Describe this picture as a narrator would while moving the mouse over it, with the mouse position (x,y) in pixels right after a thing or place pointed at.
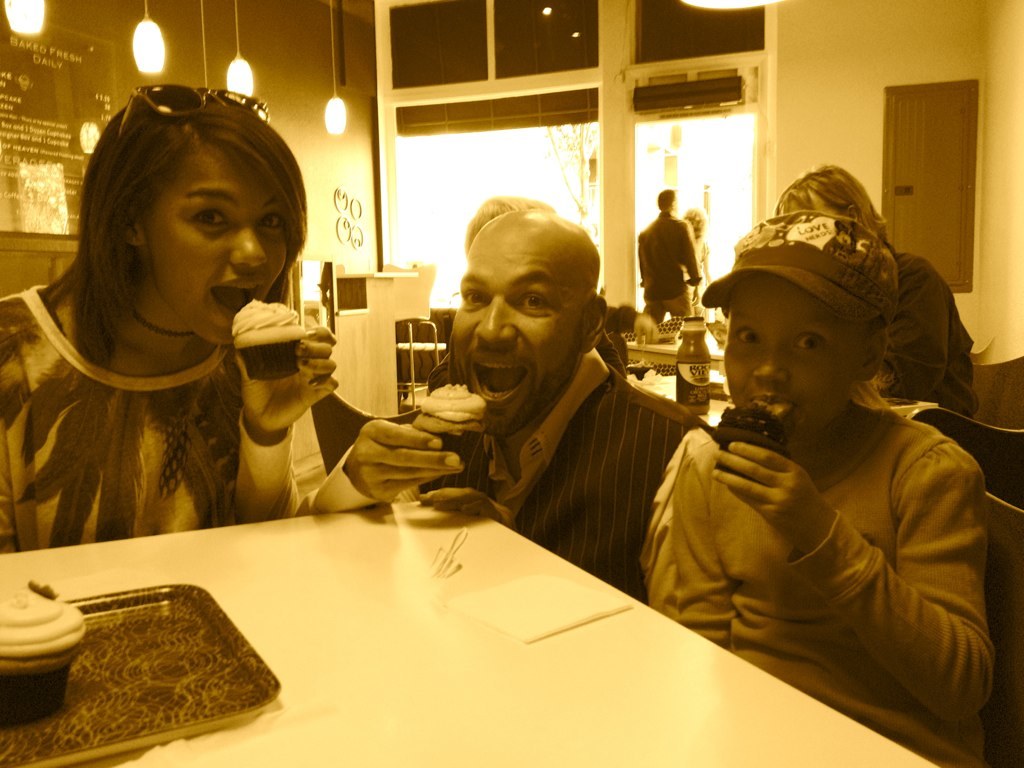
There are three members (779,462) sitting in the chairs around a table (571,750) on which a tray (86,654) and food item (41,669) was placed. Everybody is eating. One of the guy (777,290) is wearing a cap (833,258) on their head (816,338). In the background (682,284) there are some people (663,248) walking and there is a wall (319,149), door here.
